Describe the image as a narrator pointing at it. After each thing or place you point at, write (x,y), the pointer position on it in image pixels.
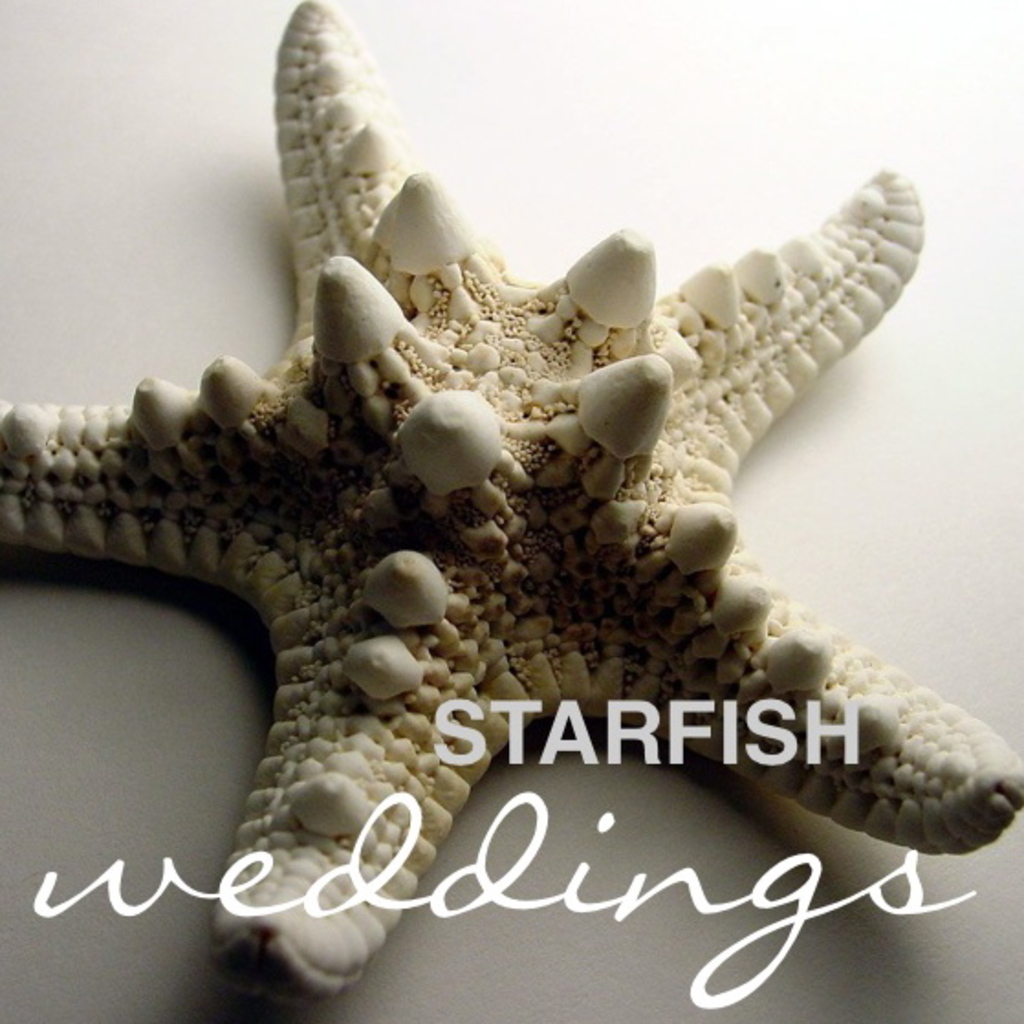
In this image I can see a starfish (312,319) and some text (623,903) at the bottom of the image (912,855).
